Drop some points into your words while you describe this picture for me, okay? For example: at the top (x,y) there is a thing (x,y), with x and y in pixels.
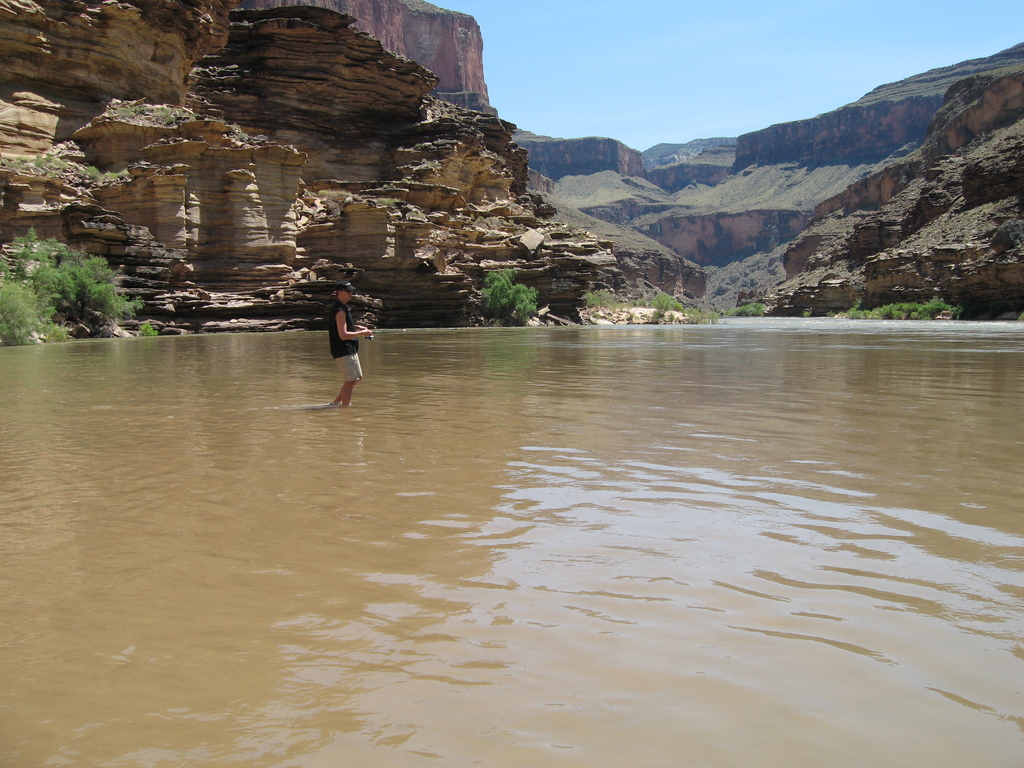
This image is clicked outside. There are bushes (54,258) on the left side (70,266). There is water (493,486) in the middle (409,425). There is a person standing in the middle (346,395). There is sky (620,89) at the top (535,105).
